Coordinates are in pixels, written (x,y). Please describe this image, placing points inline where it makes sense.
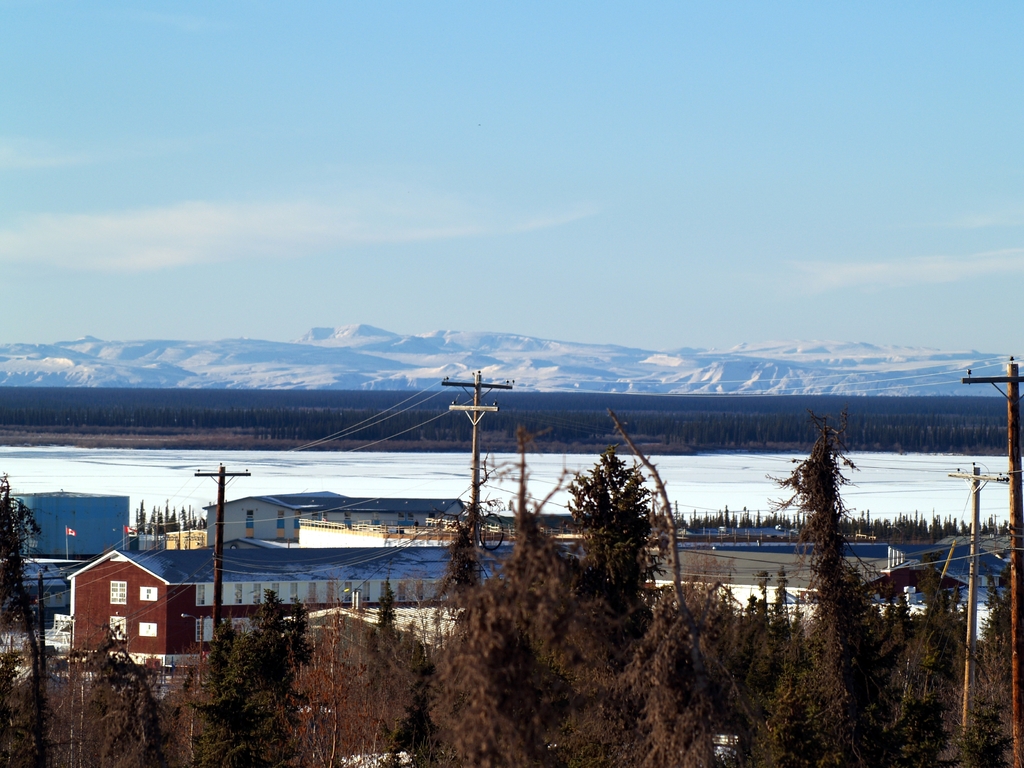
In this picture we can see trees (823,707), poles (972,501) and back of trees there are houses (195,568) with windows (118,595) and flag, wires (344,436) and at the back of houses (329,550) we can see bushes (296,418) and mountain (261,359) above the mountain (369,353) sky (419,193) with clouds (151,219).
